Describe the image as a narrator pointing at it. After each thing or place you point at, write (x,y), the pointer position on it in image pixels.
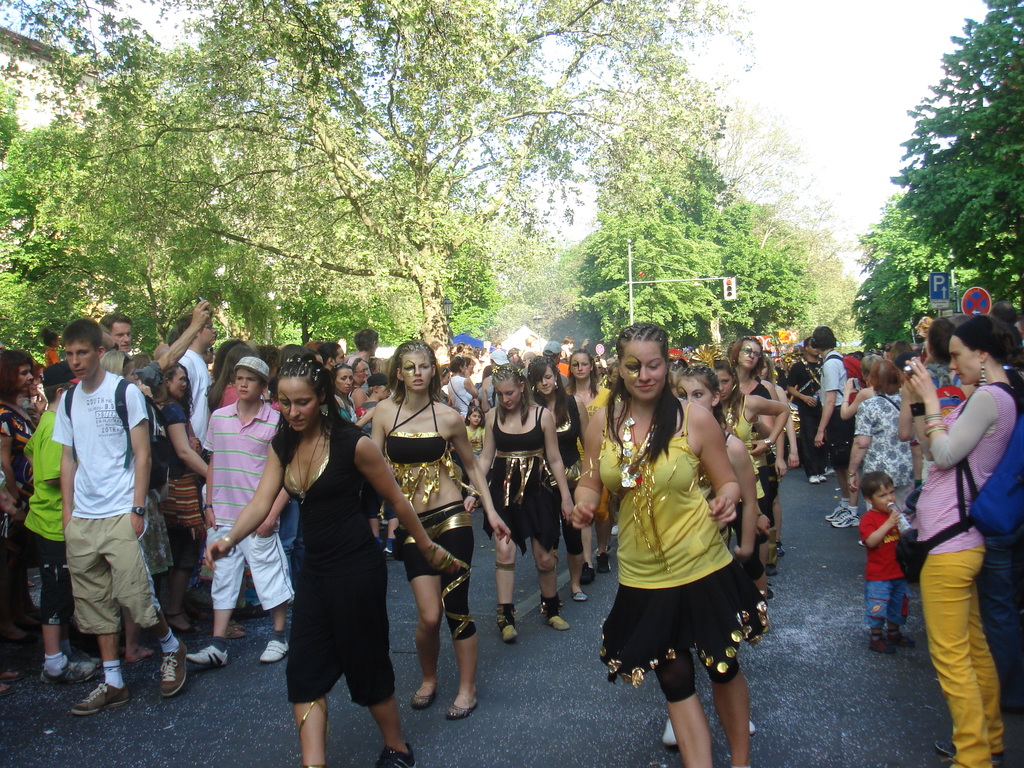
In this image we can see a group of people (841,417) walking on the road (518,671), a few among them are wearing costume (306,642) and some of them are taking photos, in the background (712,271) there are sign board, traffic lights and trees (220,326).
